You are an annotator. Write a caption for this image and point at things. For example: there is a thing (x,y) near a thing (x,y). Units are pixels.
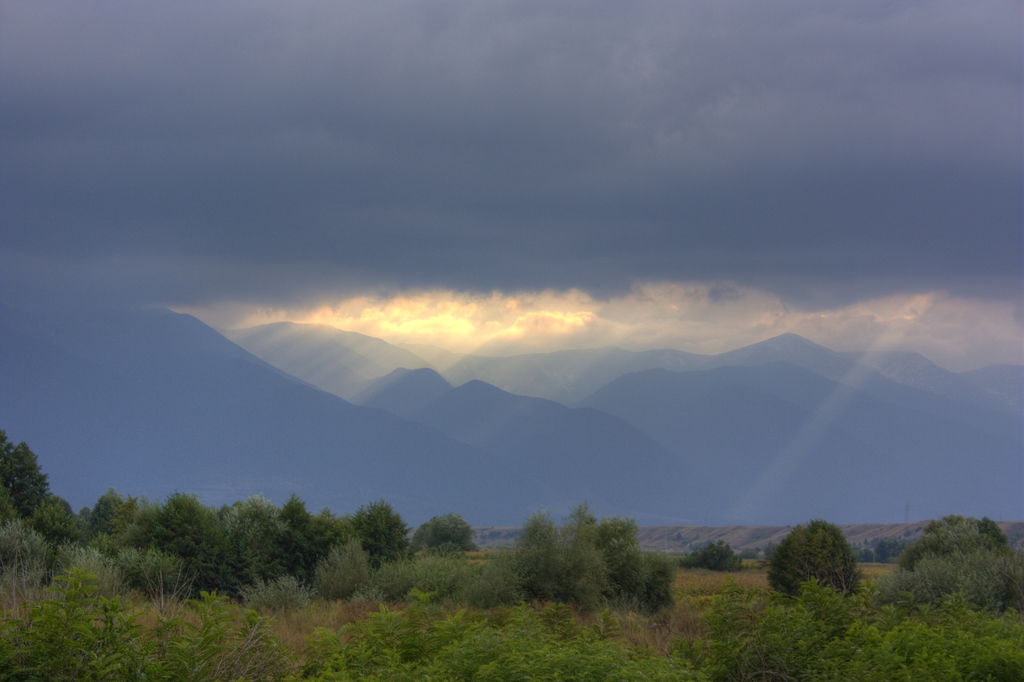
There are trees (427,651) and there are mountains (504,416) in the background (425,416) and the sky (348,161) is cloudy.
